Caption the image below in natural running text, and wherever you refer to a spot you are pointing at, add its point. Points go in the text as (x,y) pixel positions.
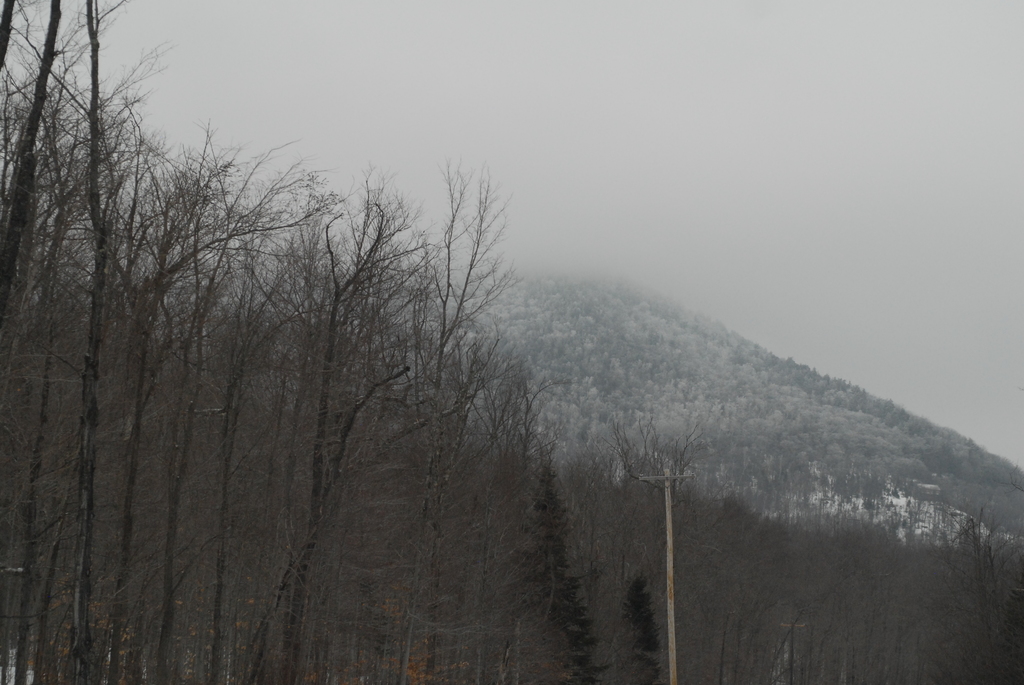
In this picture I can observe some trees (486,500). There is a pole (673,584) in this picture. In the background (613,369) there is a hill (648,344). I can observe some fog (853,361) in this picture.
